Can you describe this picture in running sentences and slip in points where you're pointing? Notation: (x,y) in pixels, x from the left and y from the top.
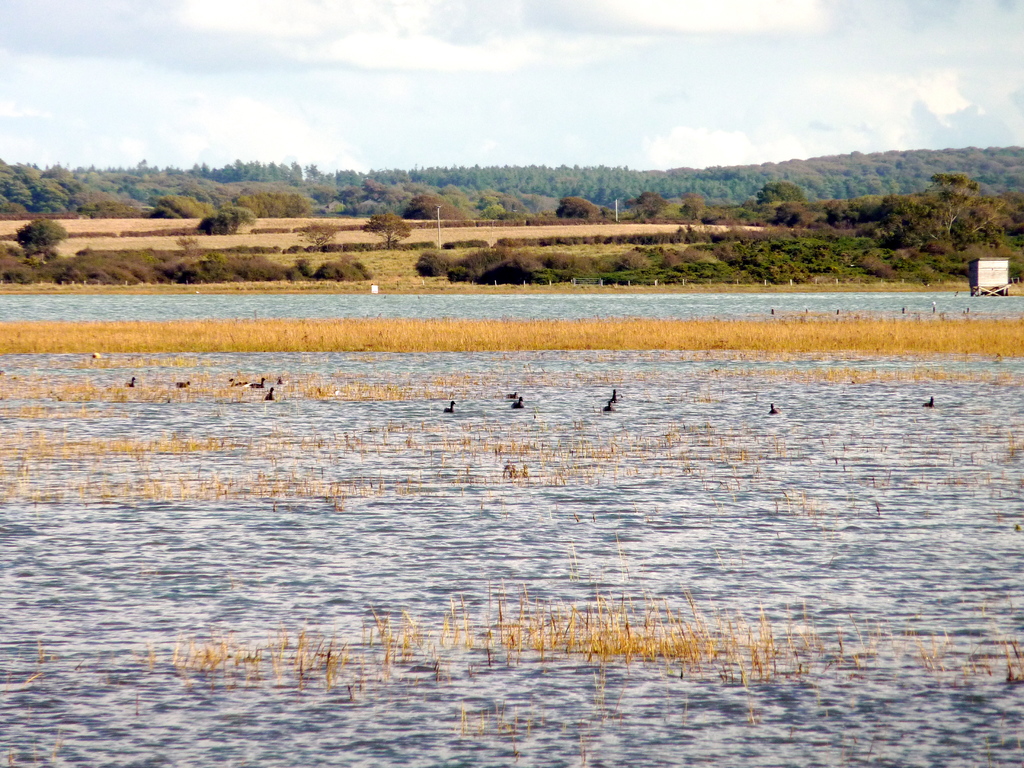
In this image there is the sky (625,80) towards the top of the image (658,89), there are clouds (565,66) in the sky (637,80), there are trees (725,193), there are plants (772,239), there is water (542,478) towards the bottom of the image (474,645), there are ducks (182,387) in the water (445,413), there is an object (989,264) towards the right of the image (988,277), there are poles (615,210).
